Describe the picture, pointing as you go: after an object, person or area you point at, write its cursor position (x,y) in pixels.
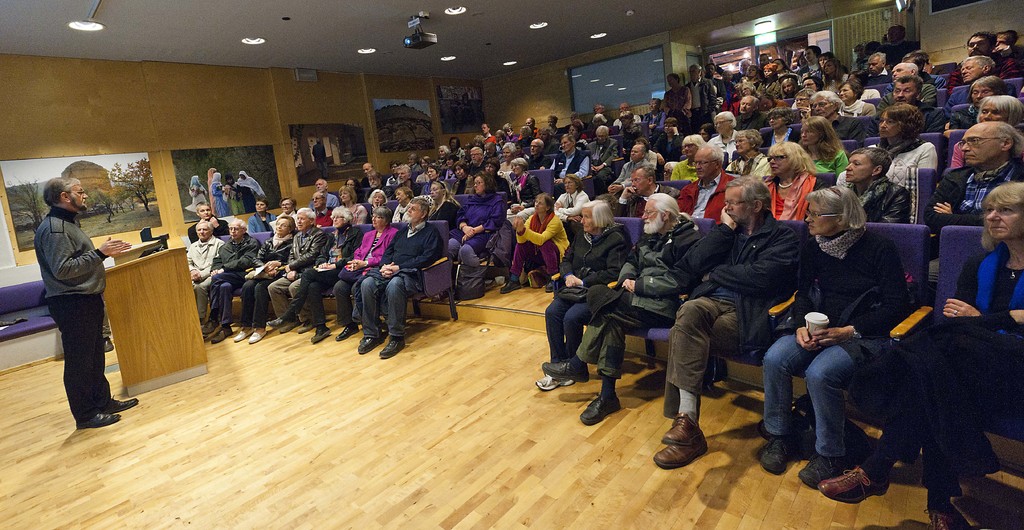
In this image we can see a few people (685,305), among them some people (684,289) are sitting on the chairs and some are standing, we can see a person (122,245) standing in front of the podium (134,306), on the podium (138,273) there are some objects (143,253), we can see some different posters (106,230) on the wall (154,64), at the top of the roof (140,42) we can see some lights (370,53) and objects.
